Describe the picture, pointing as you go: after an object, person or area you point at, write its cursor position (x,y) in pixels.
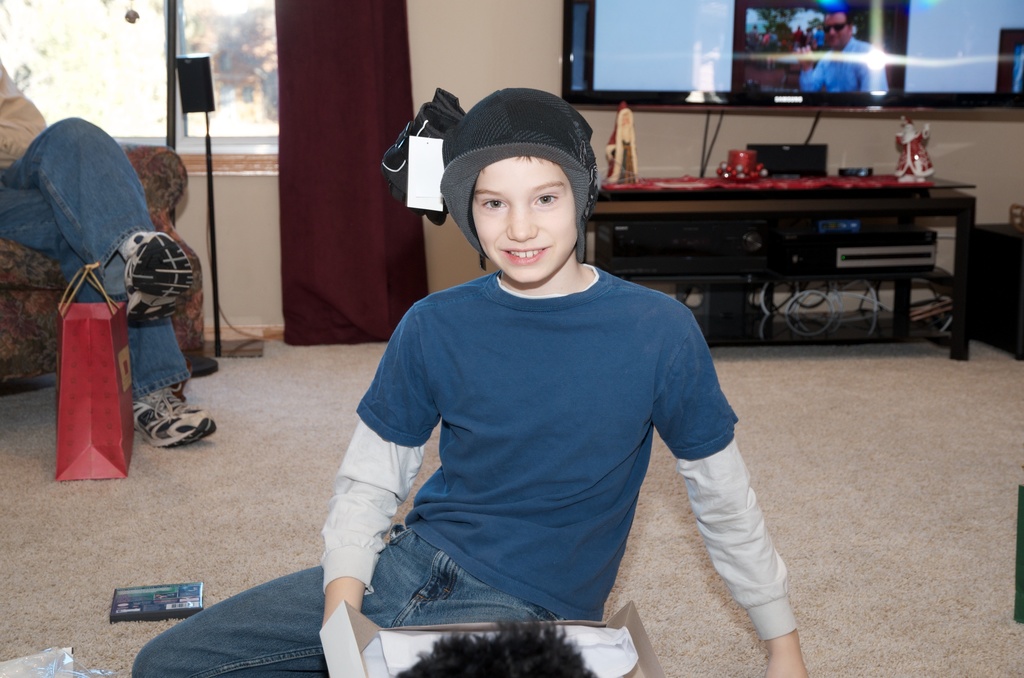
There is a boy (509,525) sitting on the floor (269,566) and smiling, wearing a cap (488,139) in this picture. In the left side (95,273) there is a person (61,261) sitting in the sofa (51,276). In front of him there is a bag (116,386). In the background (648,35) there is a TV (822,65) and a curtains (327,135) along with a wall (447,58) here.
